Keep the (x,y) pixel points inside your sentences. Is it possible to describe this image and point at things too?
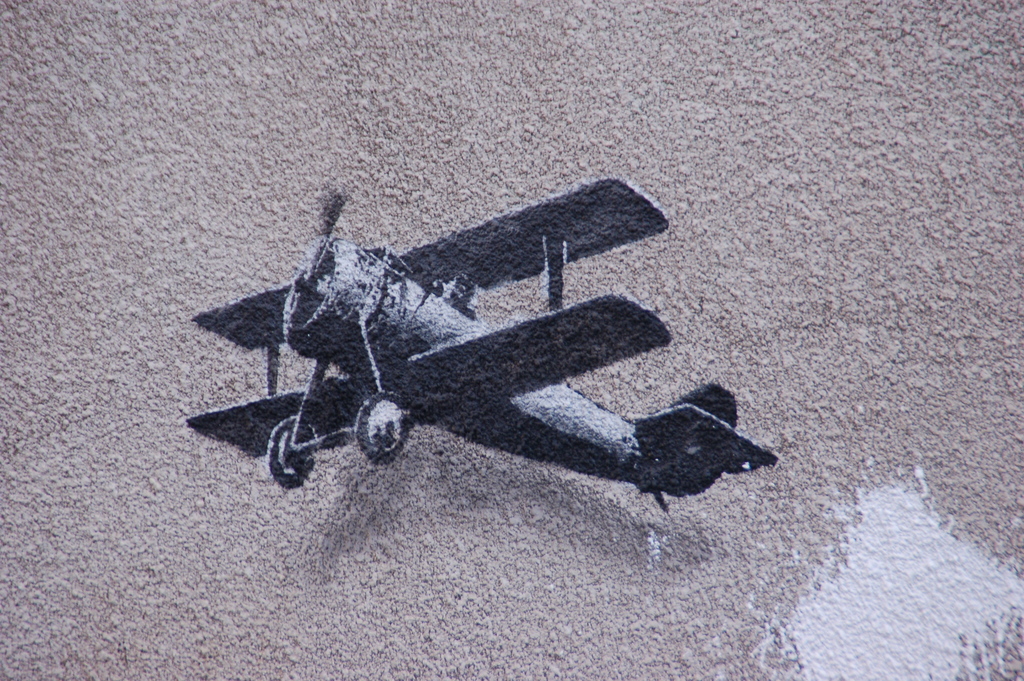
In this picture, it looks like a wall (742,169). We can see the painting (499,389) of an aircraft (468,401) on the wall (801,191).
